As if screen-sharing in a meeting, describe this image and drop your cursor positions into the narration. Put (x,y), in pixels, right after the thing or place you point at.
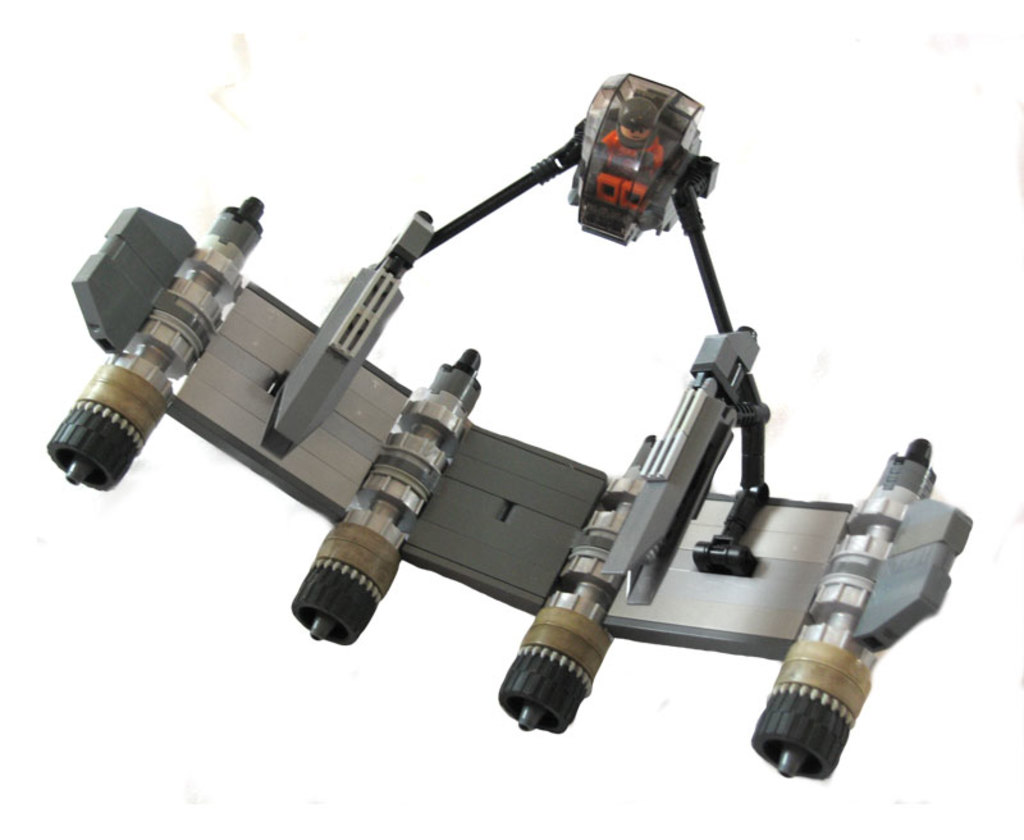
There is one object (207,321) present in the middle of this image (622,295) and the background (439,116) is in white.
